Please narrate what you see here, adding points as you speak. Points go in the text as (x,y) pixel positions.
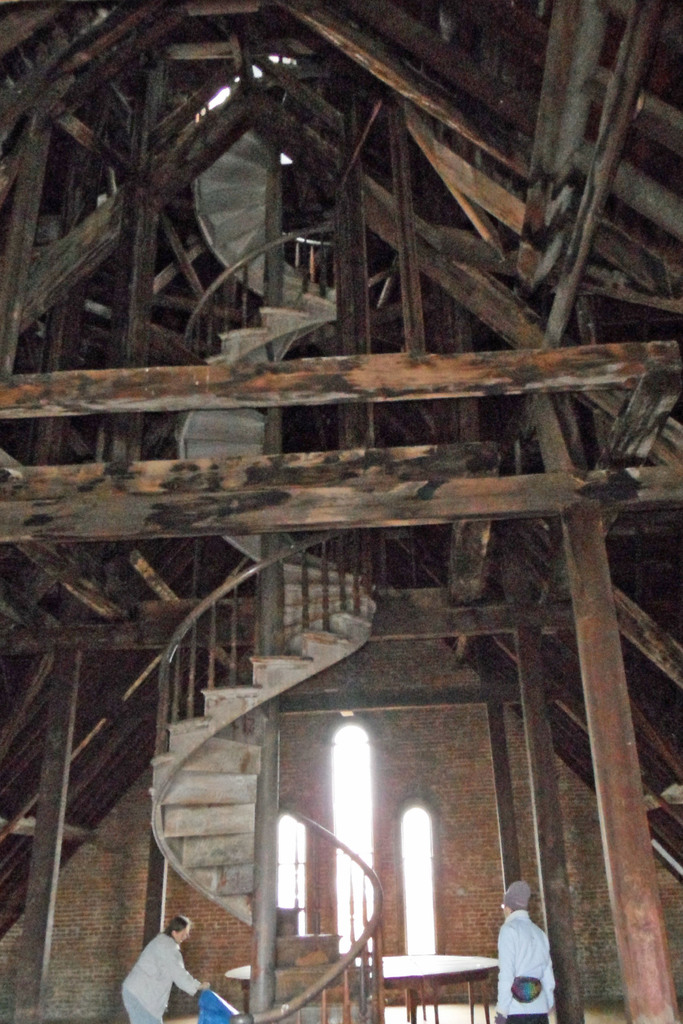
In this image I see the view of a building (584,297) and there are stairs (200,752) over here and there are 2 persons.
